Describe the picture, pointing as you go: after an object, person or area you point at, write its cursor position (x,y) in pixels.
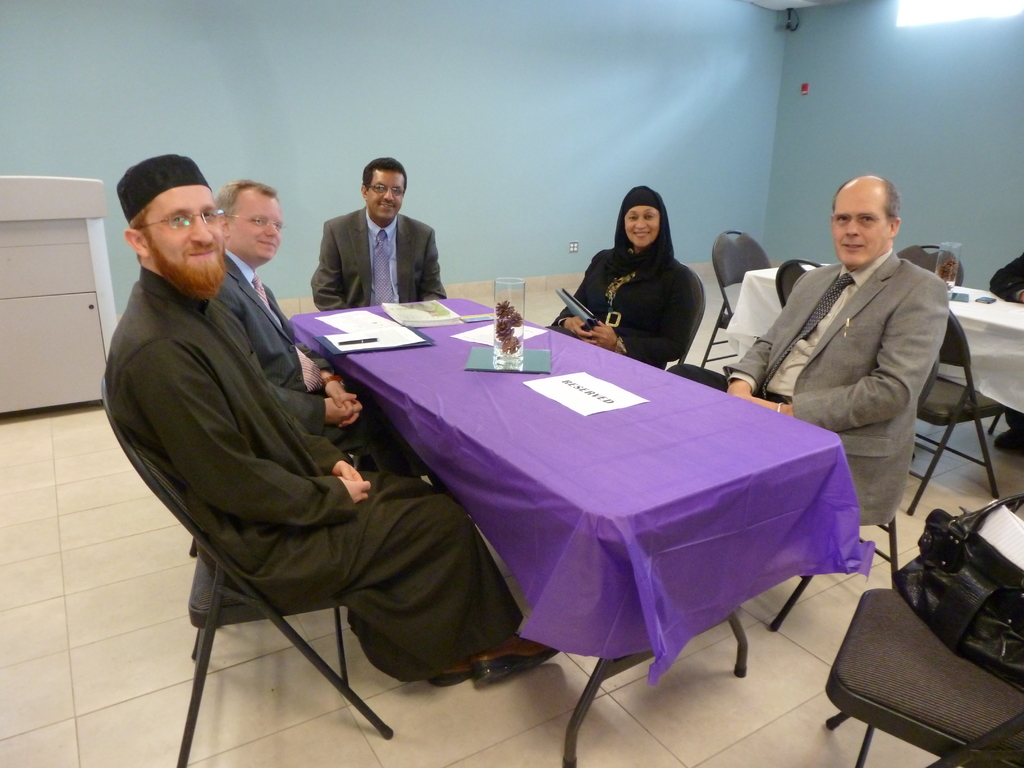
This picture shows a group of people (428,294) together on the chairs (219,580) And there is a table (622,654) in front of them.
